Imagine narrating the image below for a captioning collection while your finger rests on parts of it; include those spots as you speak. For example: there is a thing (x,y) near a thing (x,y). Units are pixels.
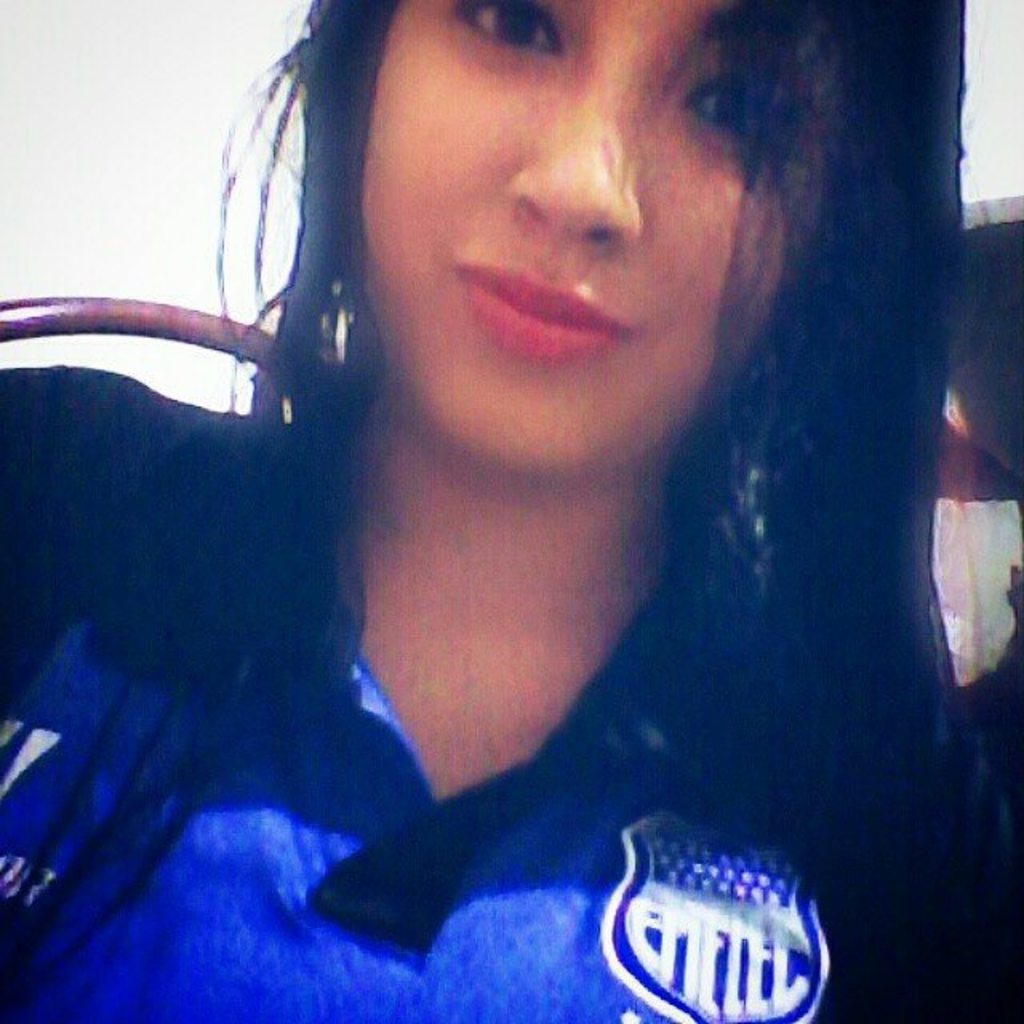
In this image we can see a lady (483,553), and the background (211,111) is white in color.
